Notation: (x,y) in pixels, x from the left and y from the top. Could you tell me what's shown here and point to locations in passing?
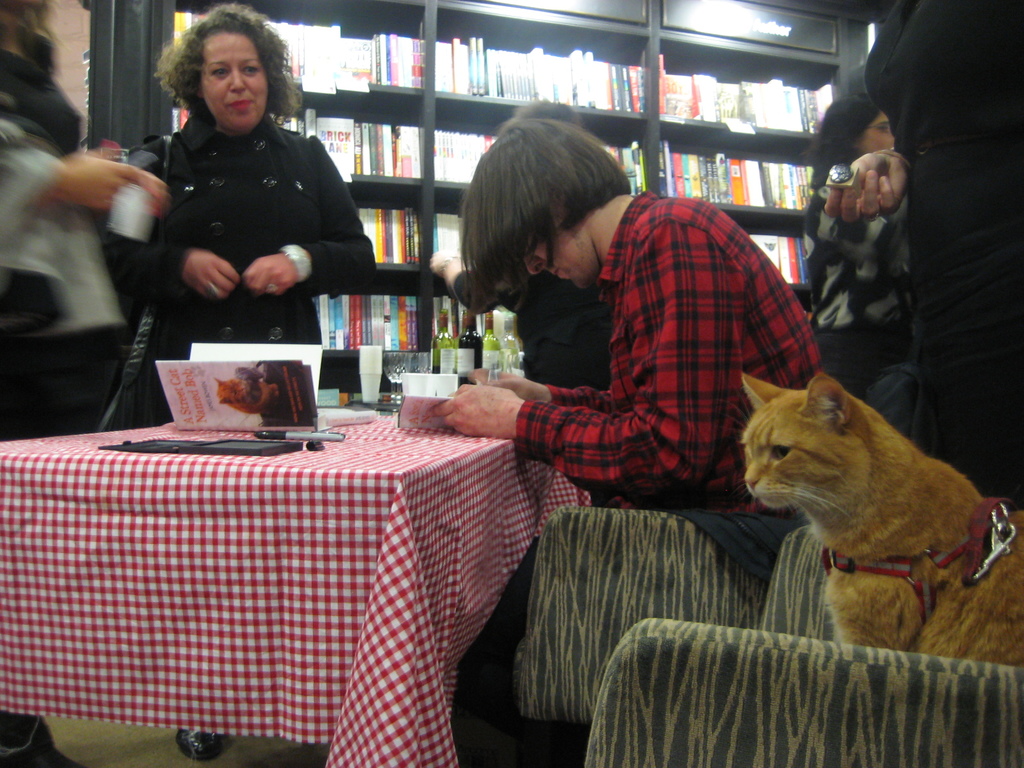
In this picture there is a man (655,239) sitting in the chair (622,531) and there is a table (376,444), on this table (366,425) there are few books (220,378). A woman (271,211) is standing beside the table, she is wearing a black dress (243,214). On the left (31,185) there is a woman (39,189) standing holding something in her hand (113,199). On the right (848,205) there are two people (834,216) standing. On the right (914,525) there is a cat (907,543) sitting in the chair (793,678). In the background (536,71) there is a book shelf (652,84) containing many books (478,82) and there are few wine bottles (470,348).
